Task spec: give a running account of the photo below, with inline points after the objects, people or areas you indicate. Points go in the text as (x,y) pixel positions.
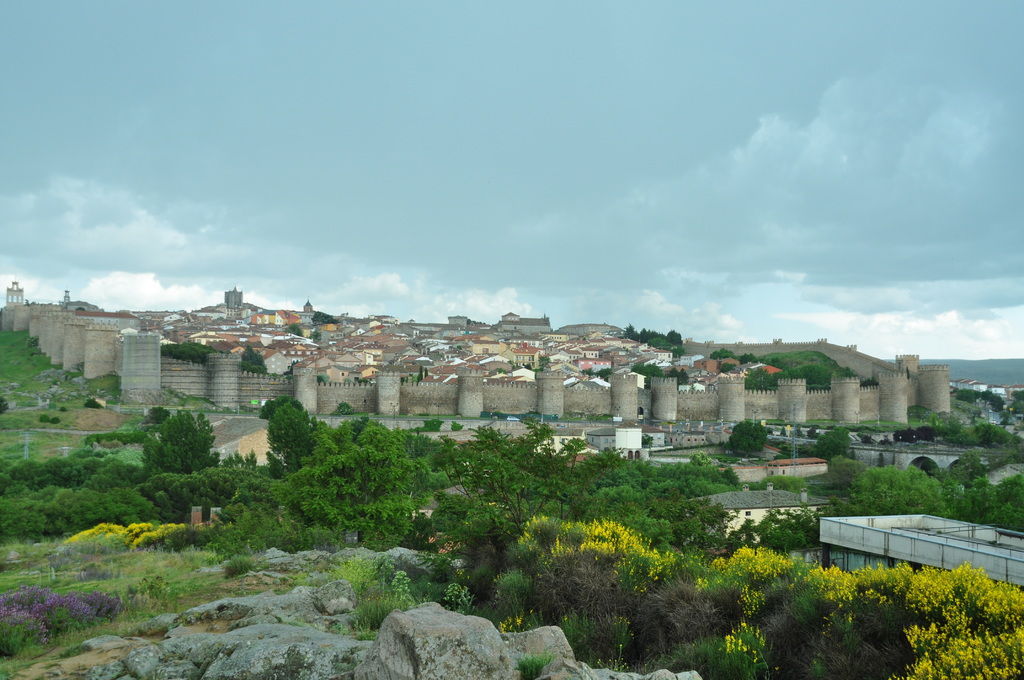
In this image there are trees (462,551), stones (313,589), buildings (578,327) are there. In the background (892,400) there is a boundary (62,331). The sky (432,203) is cloudy.
